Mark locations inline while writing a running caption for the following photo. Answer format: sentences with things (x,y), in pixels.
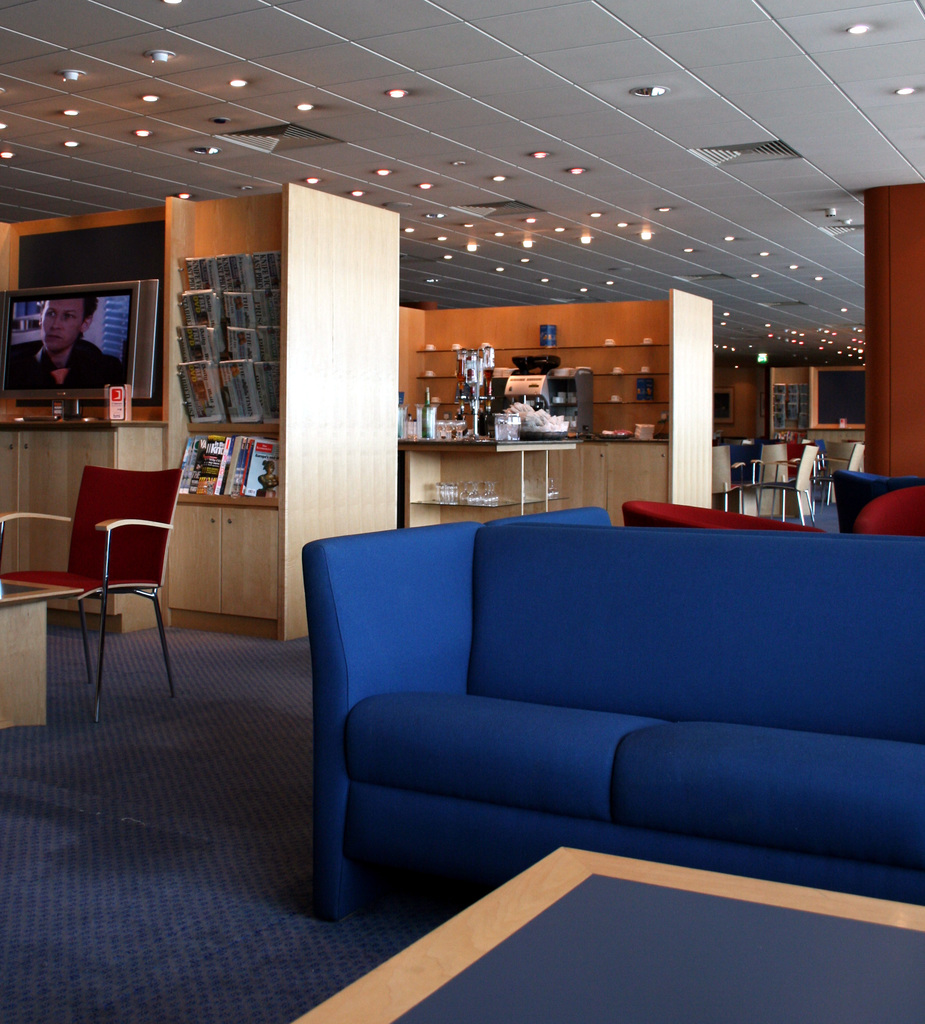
This is a place where we can see the different cabins (425,369) and each cabin (337,326) has different items (242,337) like the first cabin (291,315) has a screen (74,353) and some books (239,330) and the second cabin (434,375) has a coffee vend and the third cabin (737,410) has some chairs (778,487) and tables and beside the cabin (832,444) there is a blue sofa (510,641) and the roof (327,142) has lights (533,219) and air conditioner (730,156).
